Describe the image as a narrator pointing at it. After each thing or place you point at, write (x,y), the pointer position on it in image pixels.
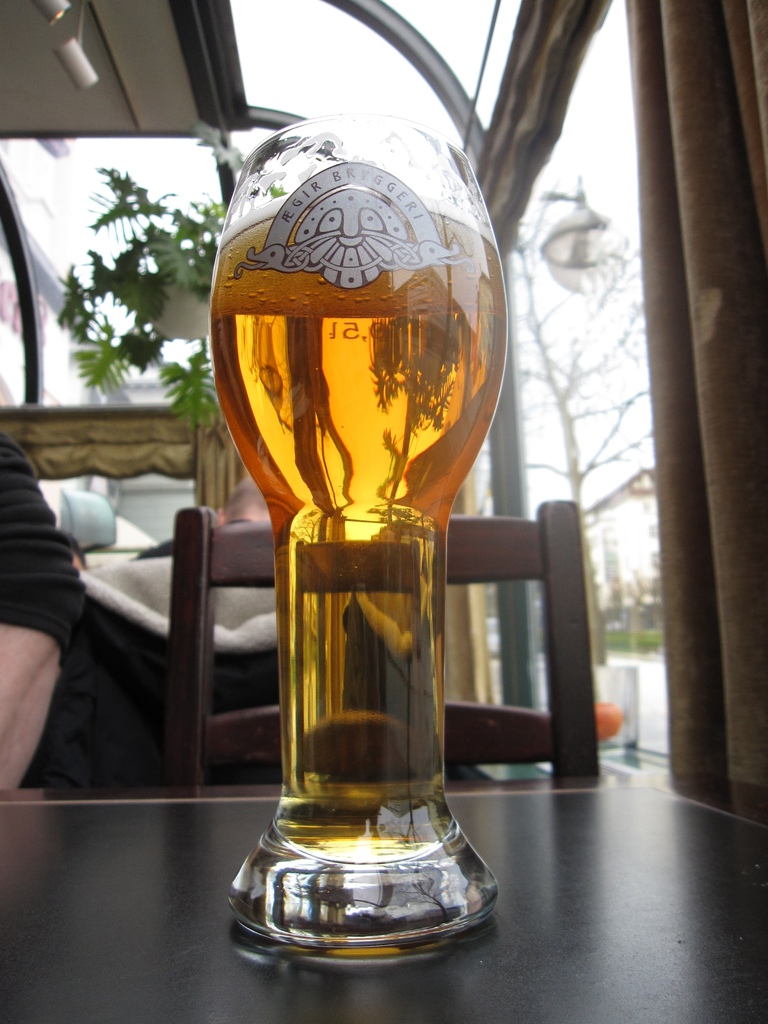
In this image I can see the glass (269,899) on the table (145,1019). In the background (78,700) I can see few people (6,485) and the chair (192,616) and I can also see the plant (189,264) in green color and the sky (330,44) is in white color.
